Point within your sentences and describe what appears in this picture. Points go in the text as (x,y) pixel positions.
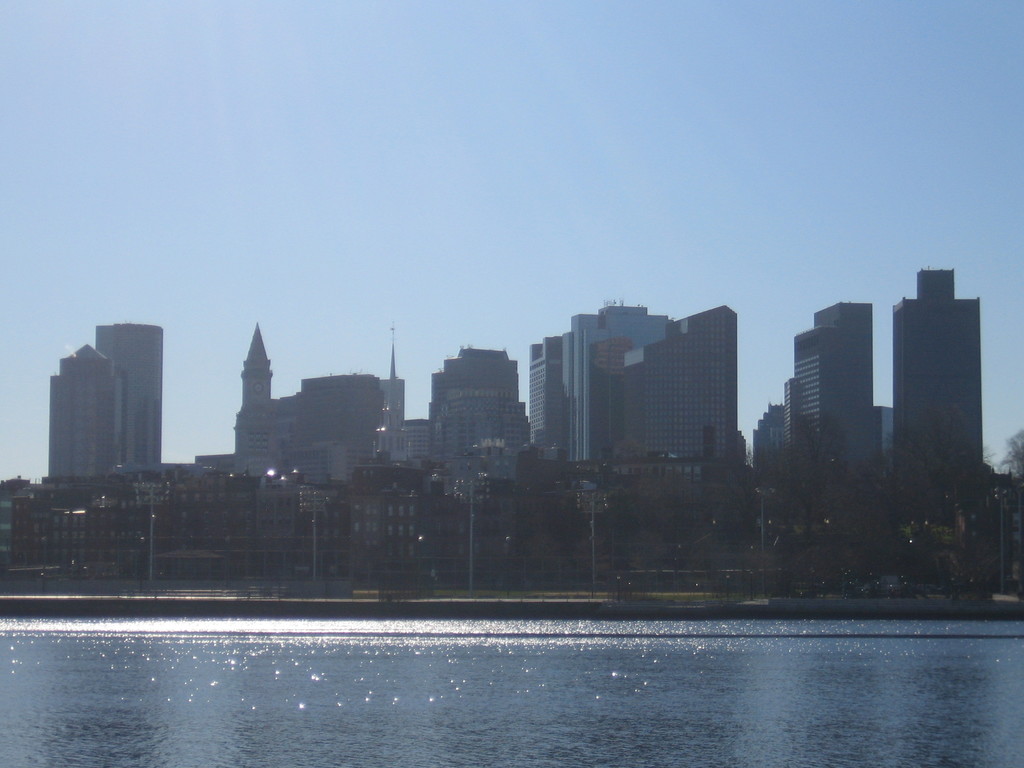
This is an outside view. At the bottom (303,734) there is a sea (540,667). In the background (531,516) there are many trees (757,530), poles (471,534) and buildings (407,442). At the top of the image (437,130) I can see the sky (129,177).
